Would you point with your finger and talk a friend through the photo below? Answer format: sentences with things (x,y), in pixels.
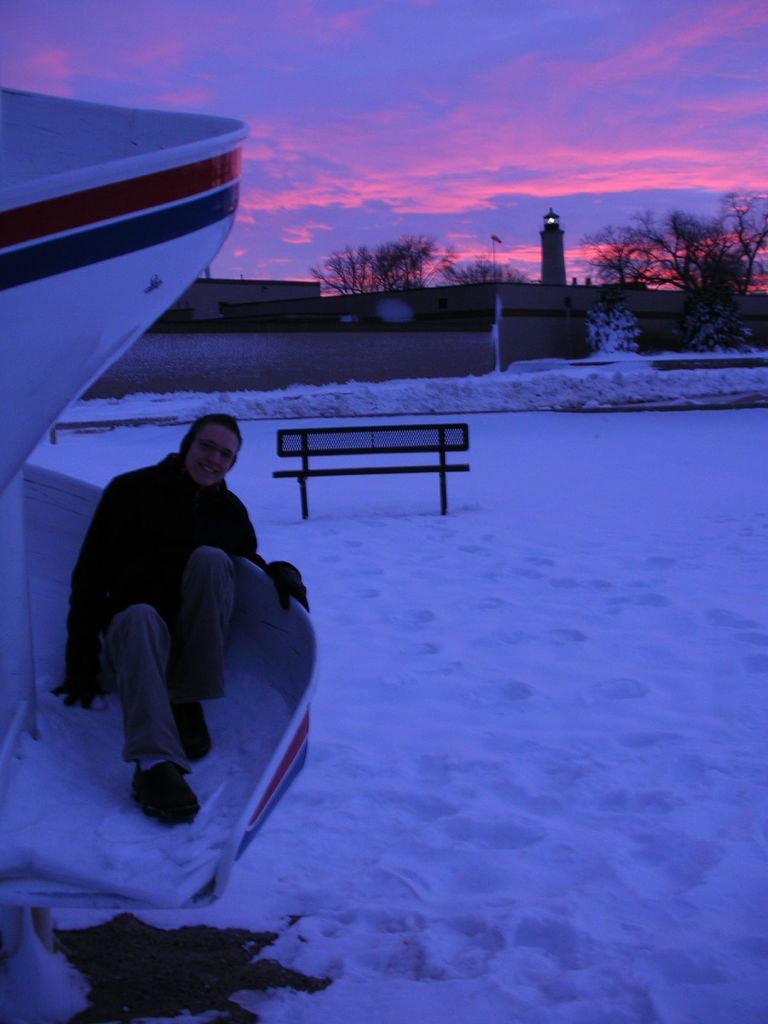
In this image, we can see a person (154,604) on the slide (15,774). We can see the ground (558,780) covered with snow (542,707), a bench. We can also see a lighthouse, a few trees (699,279). We can see the wall (561,343) and the sky (436,82) with clouds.
